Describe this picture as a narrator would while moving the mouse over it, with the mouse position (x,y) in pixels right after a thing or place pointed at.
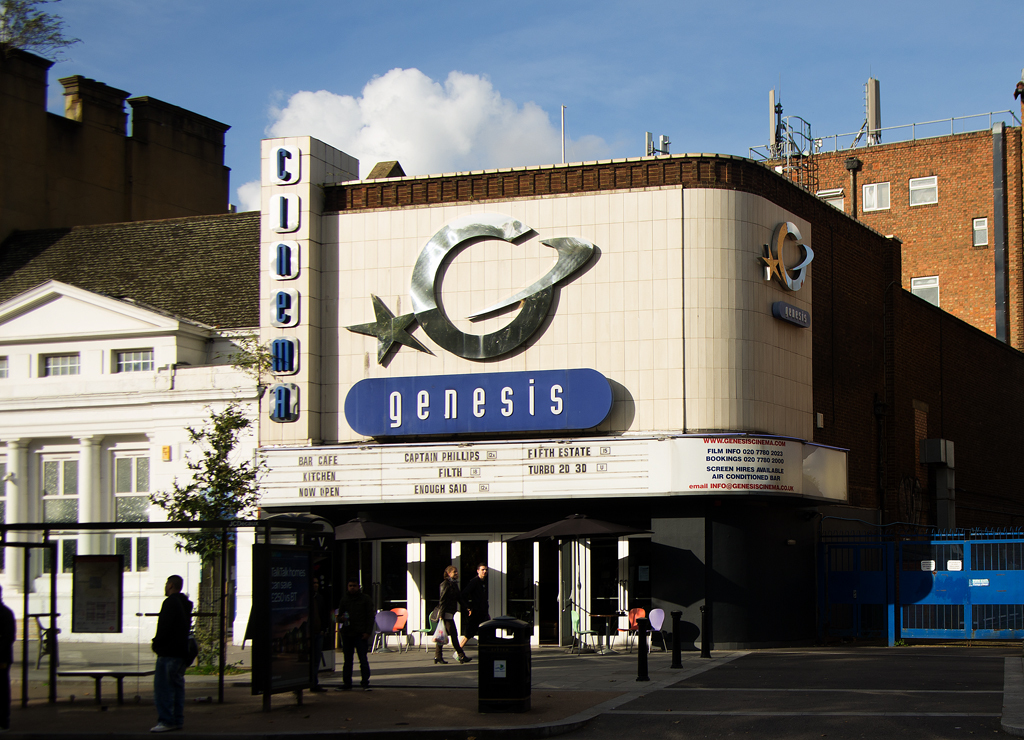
In this picture there are people (167,600) and we can see bin (505,698), boards (274,604), bench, shed (41,546) and road (699,697). We can see buildings (302,404), poles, fence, poles (55,546) and plant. In the background of the image (382,68) we can see the sky (444,67) with clouds (422,112) and leaves (8,16).
